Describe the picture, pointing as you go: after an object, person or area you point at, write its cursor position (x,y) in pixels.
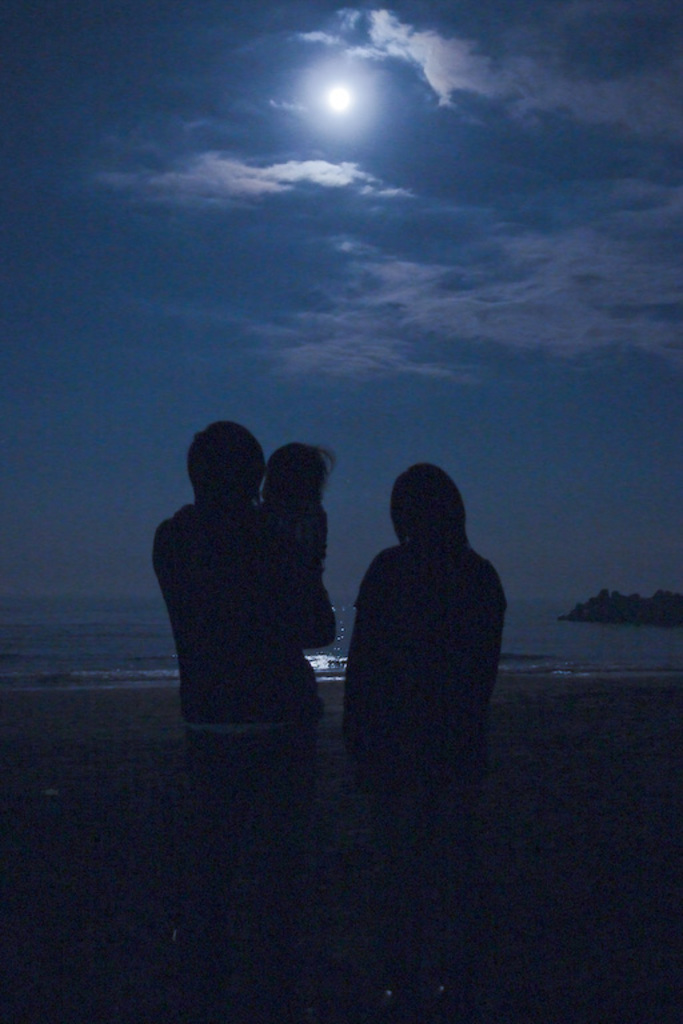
In the picture I can see a woman (442,727) and a man (255,587). I can see a man (219,564) holding a baby (318,475). In the background (508,641), I can see the ocean (139,651). I can see a moon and clouds (412,44) in the sky (354,71).
